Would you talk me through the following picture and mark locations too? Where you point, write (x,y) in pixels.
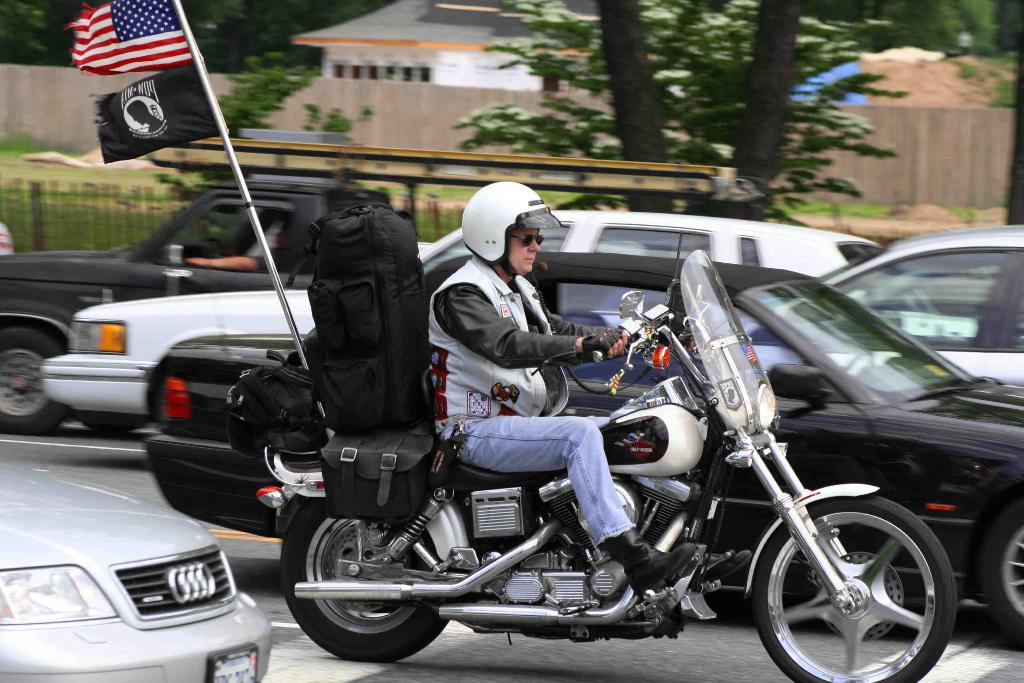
In this picture there is a man (492,380) riding motor bicycle (562,473). There are three bags (312,417) and a flag (175,84) on the motor bicycle (303,452). There are few cars (221,286) on the road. There is a house (471,50), tree (730,88) and some soil (931,83) at the background (906,91).
